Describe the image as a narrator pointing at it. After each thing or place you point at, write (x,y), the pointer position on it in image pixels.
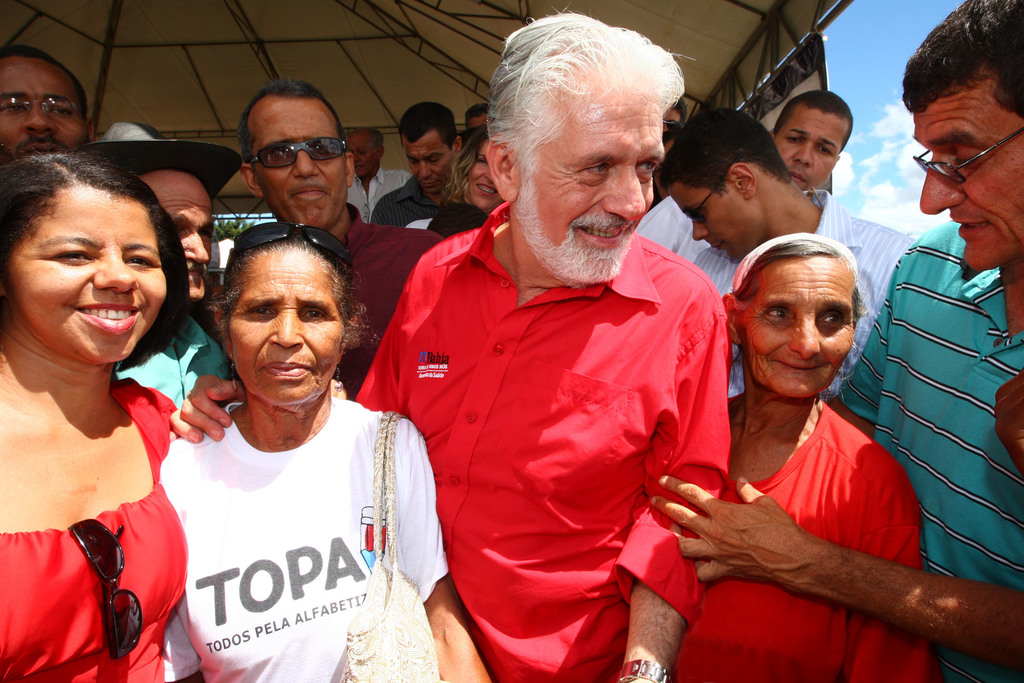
In this image, we can see people (297,238) and some are wearing glasses (332,250), one of them is wearing a bag (386,582). At the top (327,34), there is a roof (388,90) and there are clouds (898,184) in the sky (878,139). In the background (235,229), there are trees (228,232).
